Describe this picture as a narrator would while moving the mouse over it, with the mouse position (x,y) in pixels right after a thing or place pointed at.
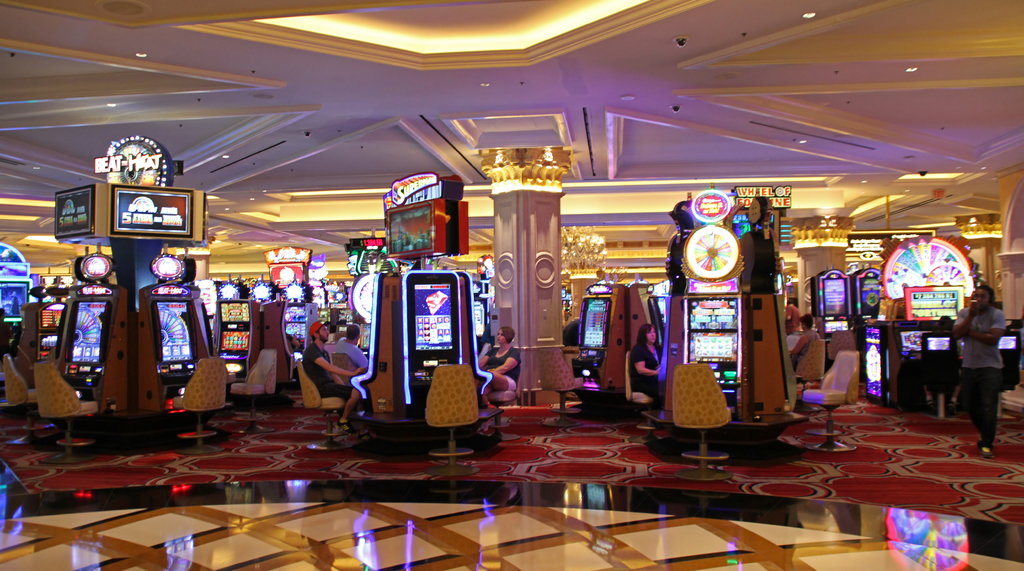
In this picture we can see a person (972,349) holding an object (969,308) with his hand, standing on the floor (647,467), some people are sitting on chairs (844,401), machines (647,321), posters (120,208), pillars (799,284), chandelier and in the background (474,261) we can see the lights (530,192), ceiling (481,205).
